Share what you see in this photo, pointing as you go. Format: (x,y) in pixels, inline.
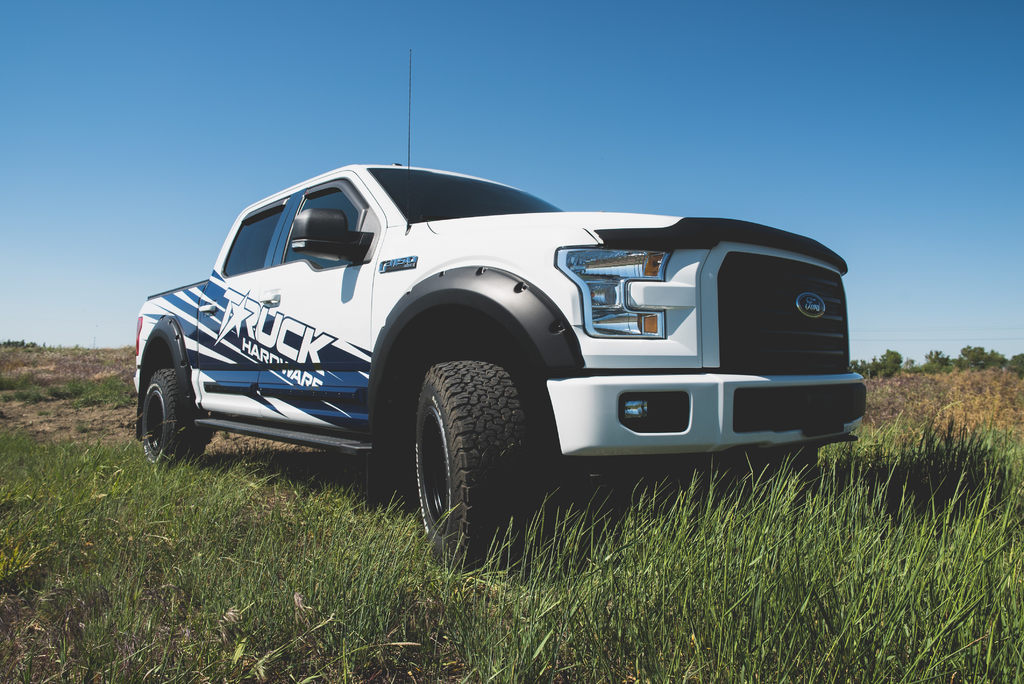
In this image there is the sky (445,69) towards the top of the image (554,105), there are trees (932,356) towards the right of the image (967,360), there is grass (89,555) towards the bottom of the image (505,644), there is a vehicle (542,366), there is text (258,332) on the vehicle (279,327).
